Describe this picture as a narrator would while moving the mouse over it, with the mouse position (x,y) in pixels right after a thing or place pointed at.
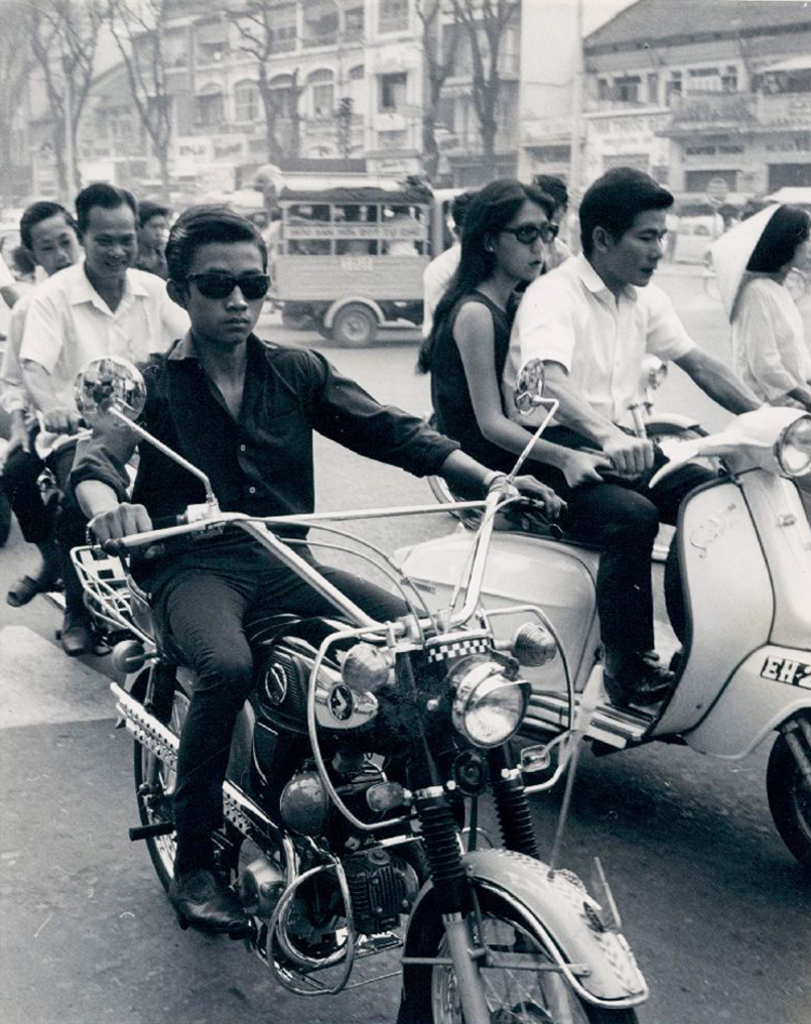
This is a picture taken in a city. There are many people (261,458) riding motor vehicles (563,643) in the foreground of the image (775,812). In the center of the image (361,344) there is a truck (348,264). In the background (648,128) there are buildings (304,70), trees (78,69).
